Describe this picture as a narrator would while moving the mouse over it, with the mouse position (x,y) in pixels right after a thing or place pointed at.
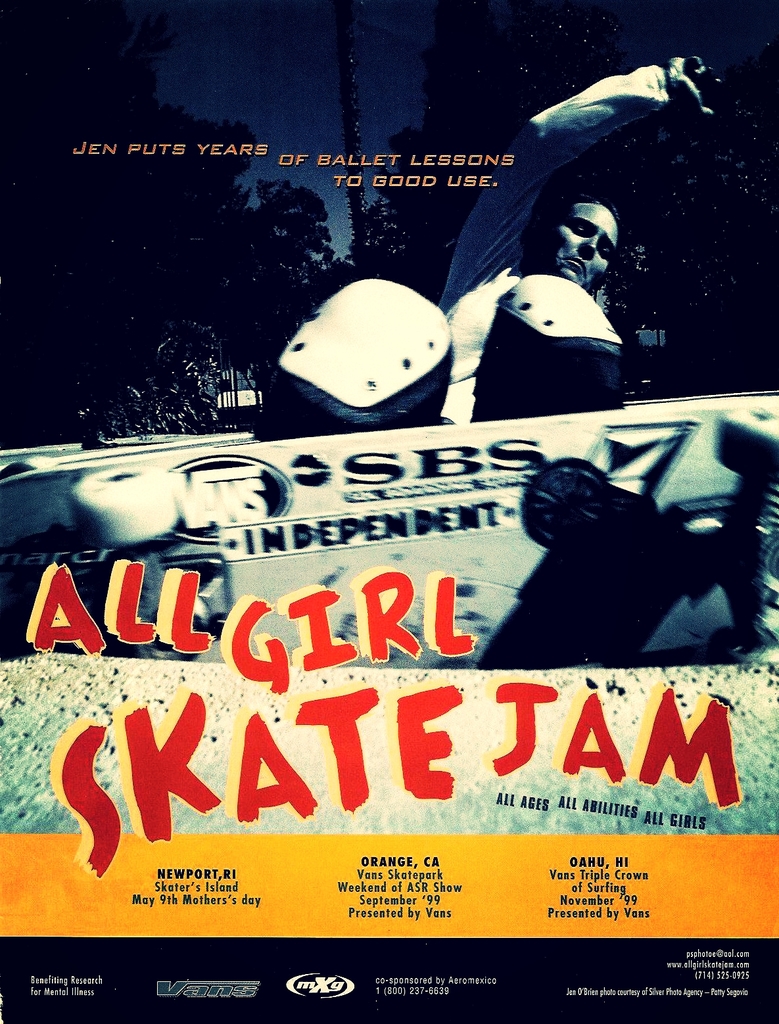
In this image I can see a person (496,171), text (423,751), board (289,532), trees (150,280), logos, building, and the sky (204,67). This image looks like an edited photo.
